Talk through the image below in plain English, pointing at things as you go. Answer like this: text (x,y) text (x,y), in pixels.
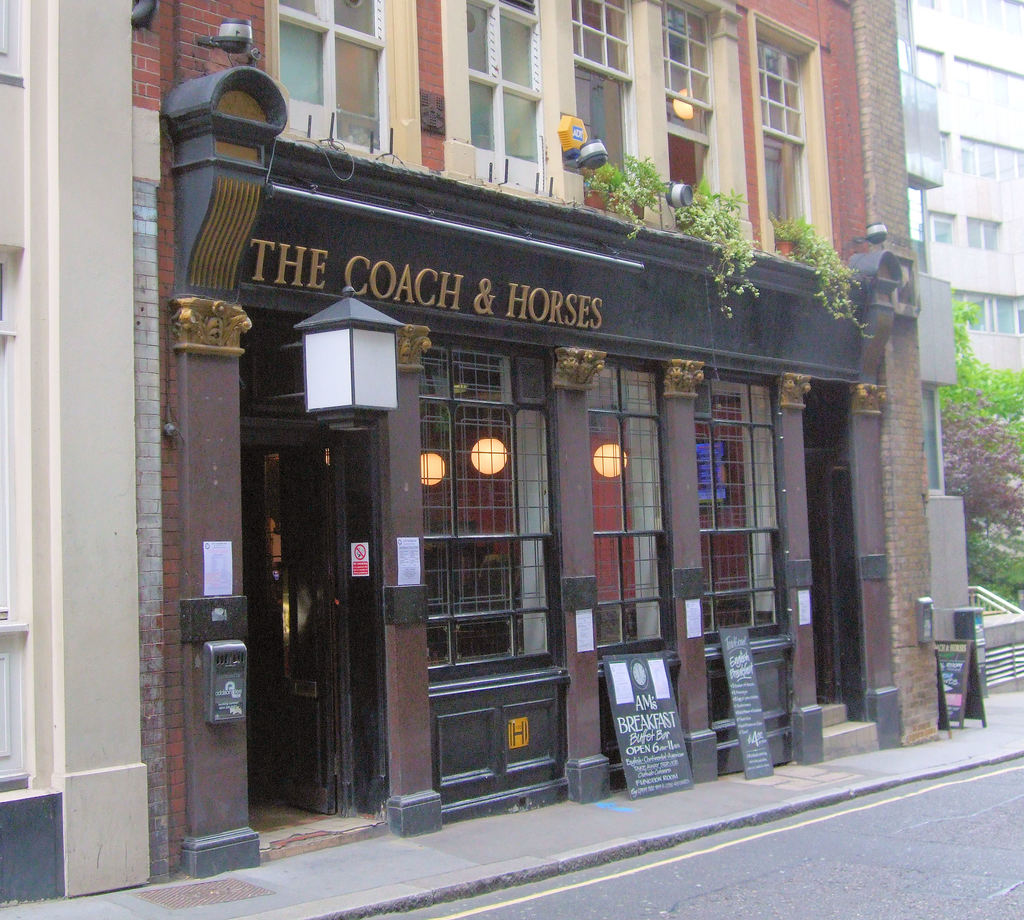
This picture is clicked outside on the road (955,781). On the left (200,146) we can see the buildings (941,275), boards (636,777) on which the text (755,739) is printed and the plants (986,514) and we can see the door (827,692), lights (497,447) and the windows (532,528).
